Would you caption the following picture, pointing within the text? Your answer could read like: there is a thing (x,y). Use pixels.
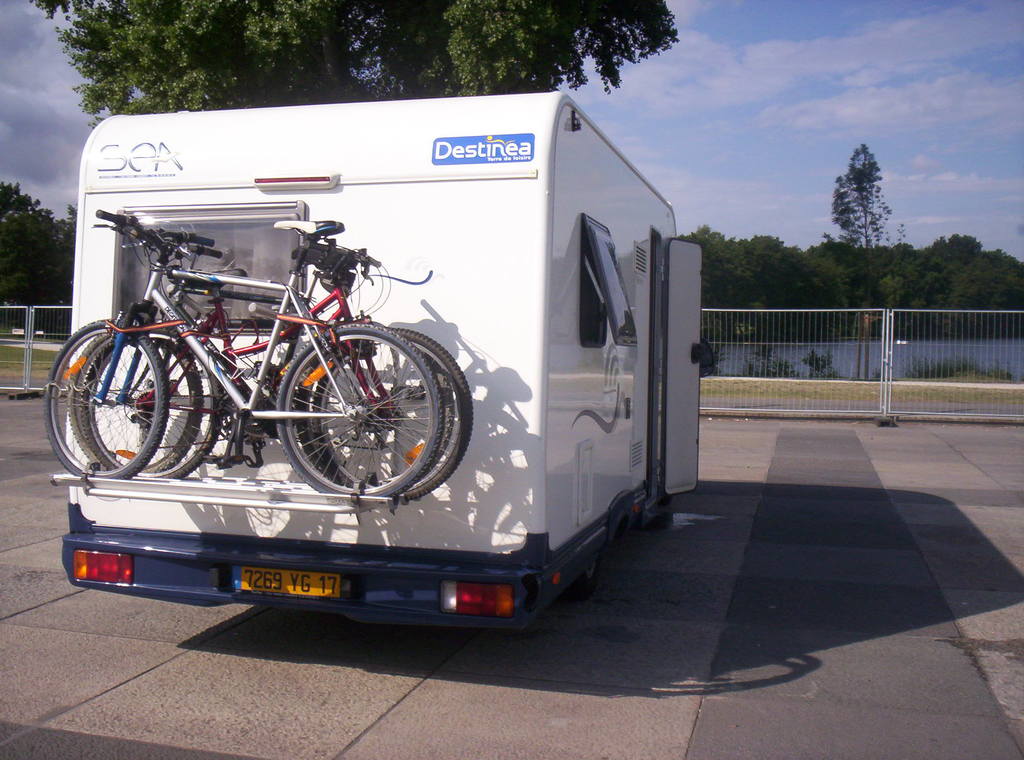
In this image there is a vehicle (475,197), and the some cycles (342,384). And in the background (970,342) there is a railing (902,370), plants (956,370), water (901,356) and some trees (228,93). At the top (882,68) there is sky (666,88), and at the bottom (55,642) there is walkway (826,634).
